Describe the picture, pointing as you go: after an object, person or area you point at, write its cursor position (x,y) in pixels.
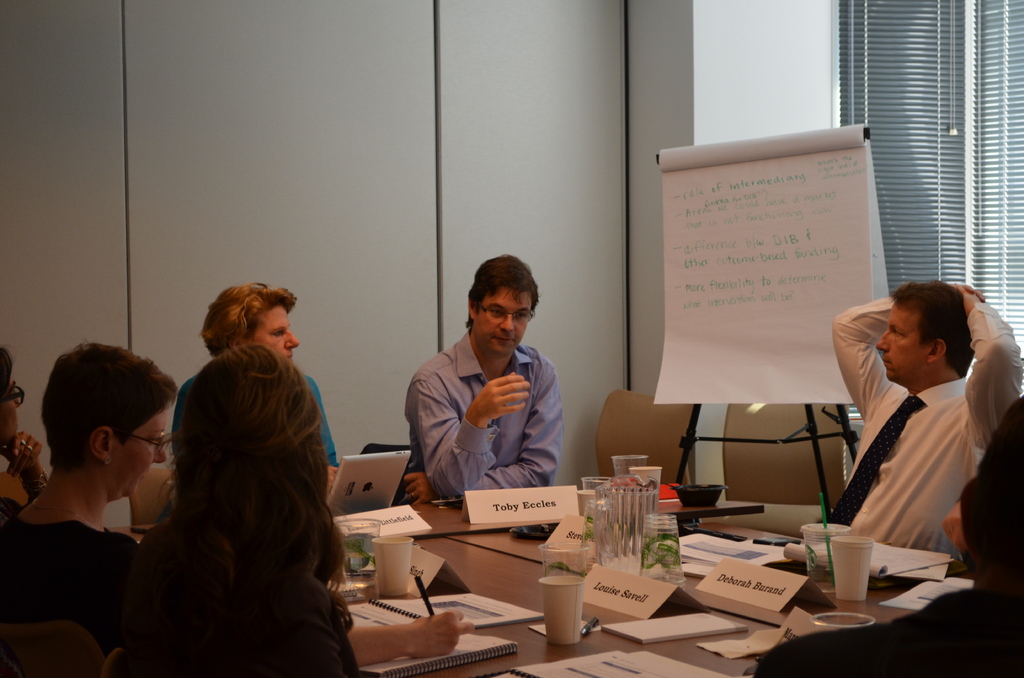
A picture inside of a room (830,600). This persons (277,610) are sitting on a chair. In-front of this person (520,414) there is a table (521,591), on a table (611,642) there are glasses (563,598), name boards (408,520) and laptop (369,484). Far this is a whiteboard (808,219). This woman (239,614) is holding a pen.
